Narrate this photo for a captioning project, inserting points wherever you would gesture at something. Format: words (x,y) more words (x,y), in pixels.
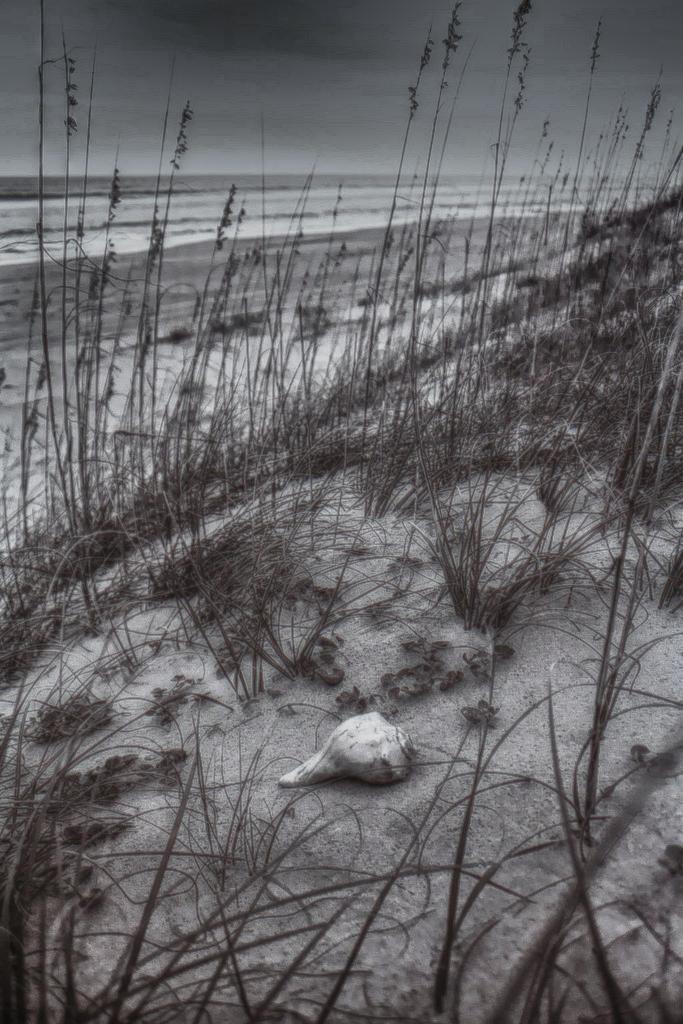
In this image at the bottom (571,807) there is a shell (359,748) and sand (500,717) and some plants (231,469), in the background (293,229) there is a beach (209,256).
